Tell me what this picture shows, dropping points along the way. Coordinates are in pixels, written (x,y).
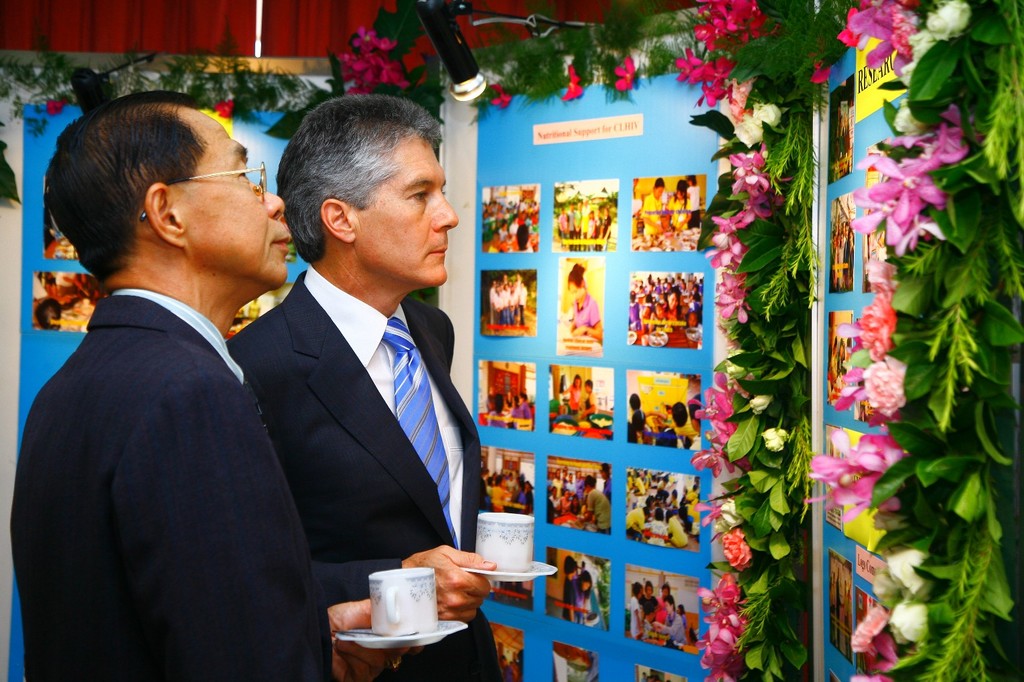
In this picture we can observe two men (334,425) standing holding cups (393,599) and wearing coats (272,454). They are viewing some photos (532,383) stuck to the blue color board (560,164). There are some flowers (730,426) and plants (425,65). In the background (91,36) we can observe red color curtain (185,27).
